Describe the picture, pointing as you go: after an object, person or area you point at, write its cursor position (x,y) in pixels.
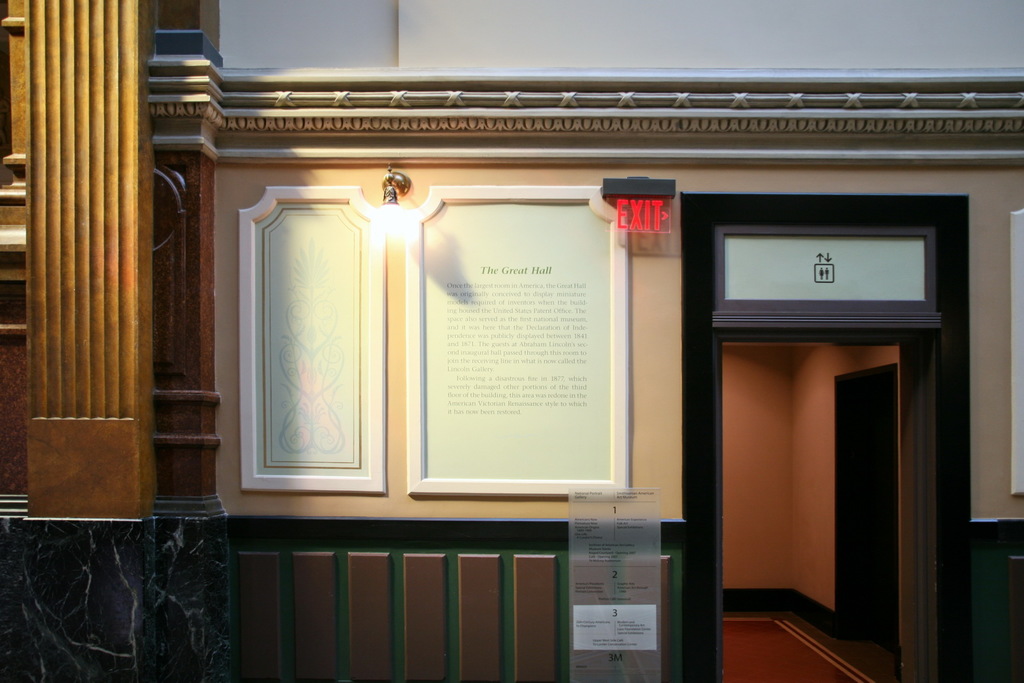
In this image I can see a building (309,130), and on the building wall (615,285) I can see notice board (429,247) and light (393,210) and a sign board (631,199) visible.
